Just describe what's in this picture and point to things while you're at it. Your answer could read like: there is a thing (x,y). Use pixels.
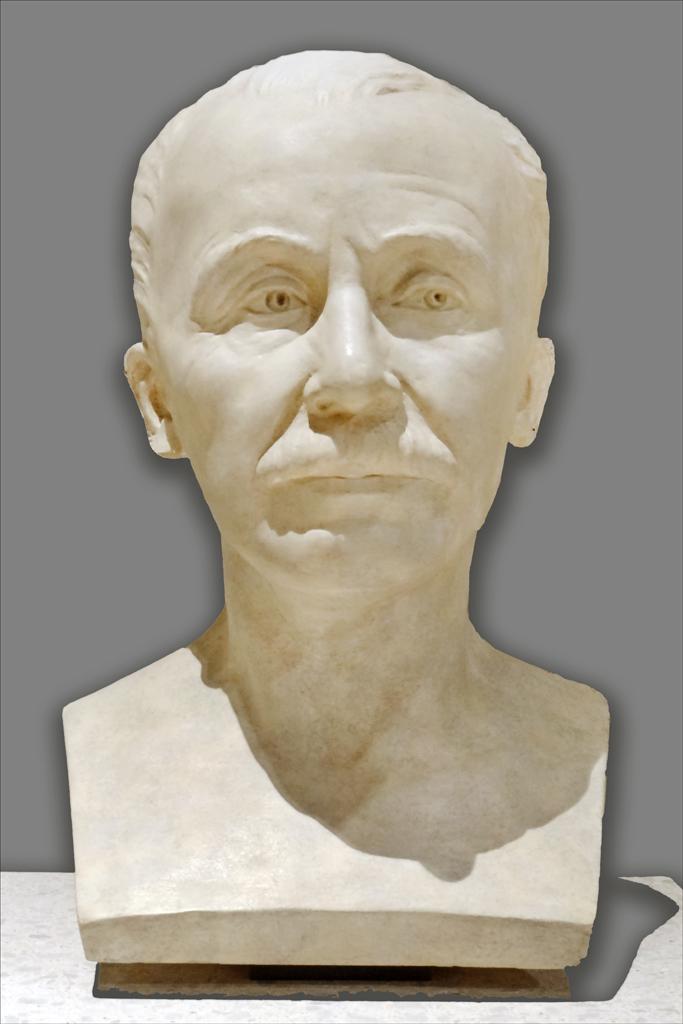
In this image we can see a sculpture (125,953).
